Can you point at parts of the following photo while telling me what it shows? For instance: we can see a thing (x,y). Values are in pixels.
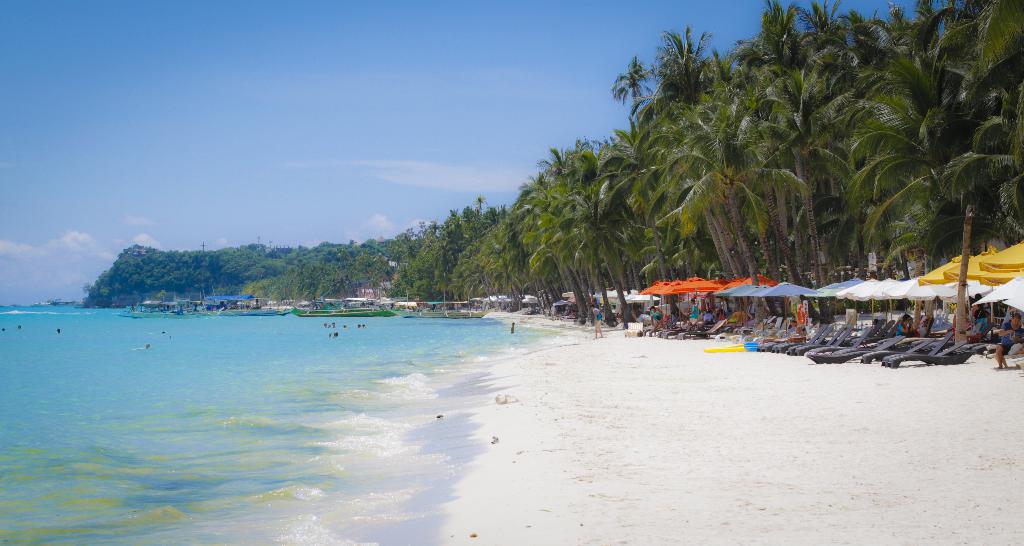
This image is taken at the beach (532,402). In this image we can see a few people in the water (294,360). We can also see the beach beds (817,333) and some people (973,308) under the tents (908,283). Image also consists of trees (529,227), sand (859,469) and also the sky (337,97) with the clouds (410,180).
